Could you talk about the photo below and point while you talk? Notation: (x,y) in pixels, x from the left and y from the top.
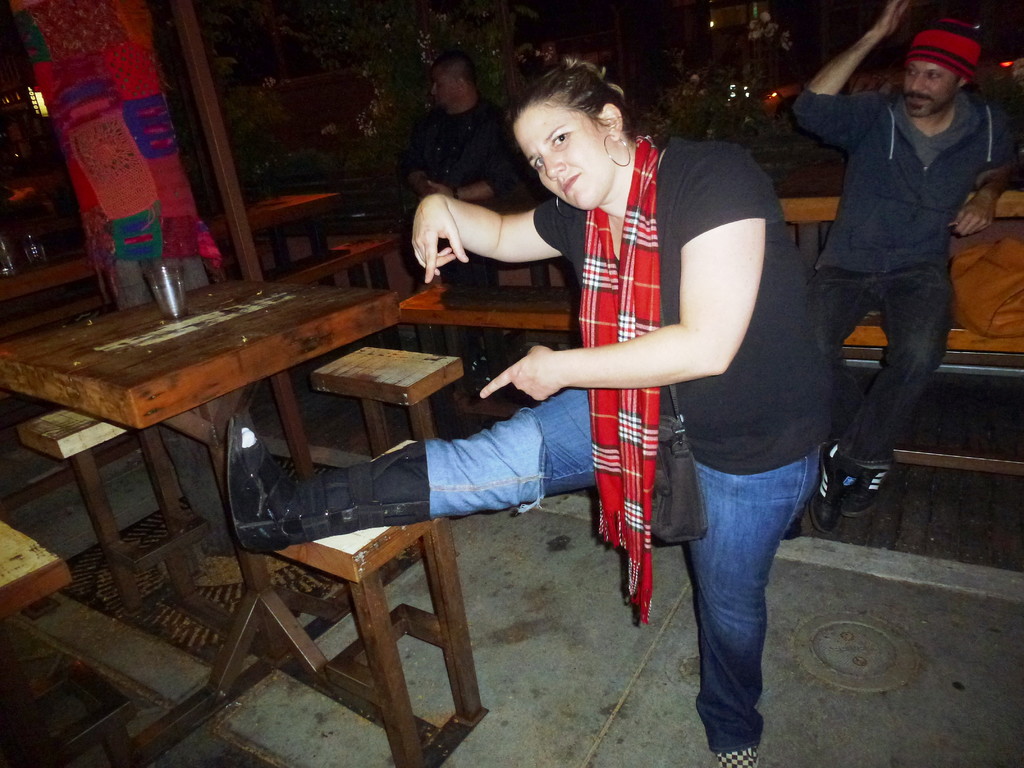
This picture seems to be of outside. On the right (908,131) there is a man (888,323) wearing blue color hoodie (926,191) and sitting on the bench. In the center (514,438) there is a woman (588,168) wearing black color t-shirt (758,400), standing and stretching her leg (409,475). On the left (160,363) there is a table (212,346) and stools (27,540). In the background (232,23) we can see a cloth (131,118), some plants (408,24) and a man (464,104).
